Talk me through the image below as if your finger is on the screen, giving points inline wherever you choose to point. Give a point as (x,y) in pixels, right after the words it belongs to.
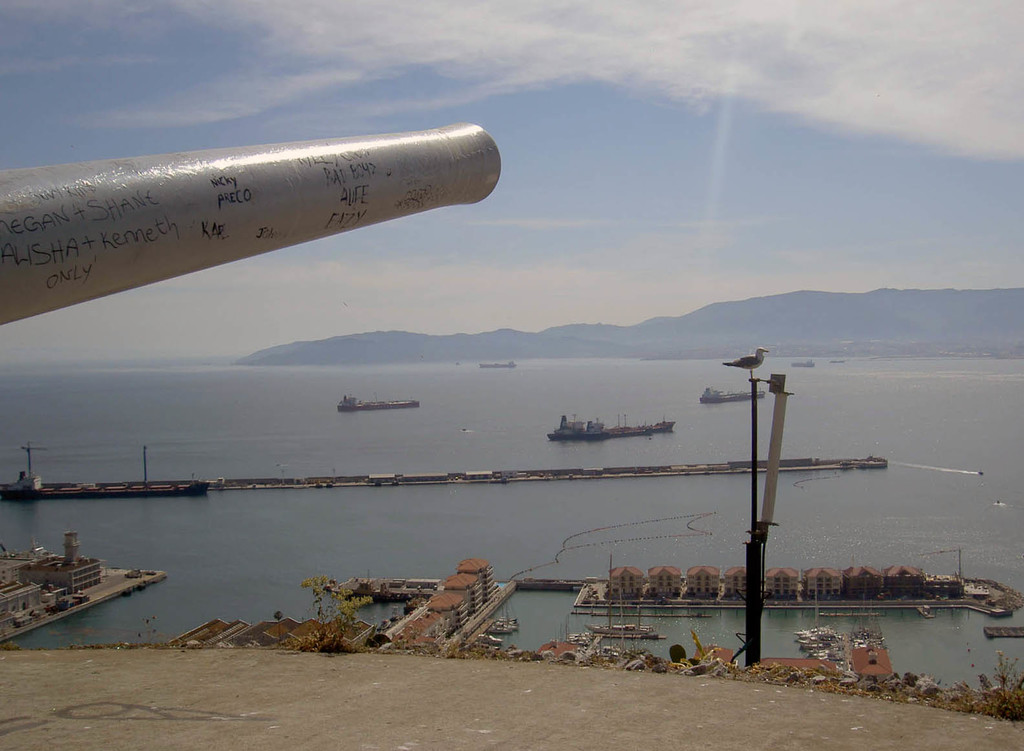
In this picture there is a cannon pipe (151,246) in the front of the image (71,259). Behind there are some small shed houses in the sea water (523,466) and a long bridge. In the background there are some ships (644,429) and mountains (576,340).
